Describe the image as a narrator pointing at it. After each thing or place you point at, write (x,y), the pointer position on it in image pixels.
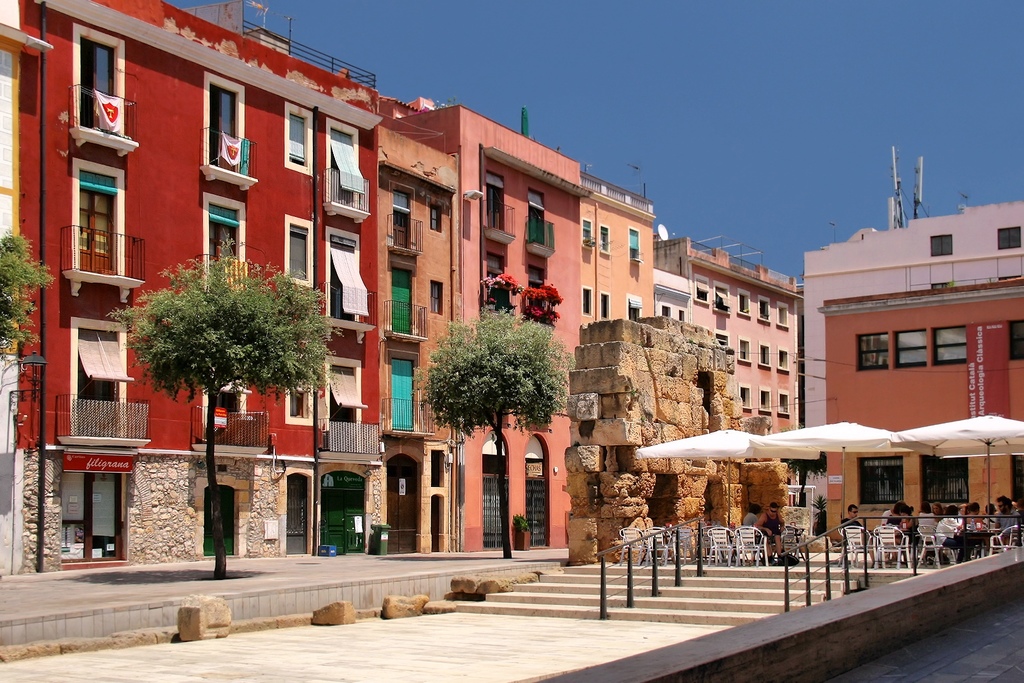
This is an outside. On the right side (947,538) there are few people (958,537) sitting on the chairs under the umbrellas (780,448) and also I can see few stairs (722,601) and railings (630,551). On the left side (123,339) there are few buildings (373,240) and trees (460,390). At the top of the image (714,71) I can see the sky (751,58). At the bottom (289,615) there are some stones (404,614) on the ground (337,644).
